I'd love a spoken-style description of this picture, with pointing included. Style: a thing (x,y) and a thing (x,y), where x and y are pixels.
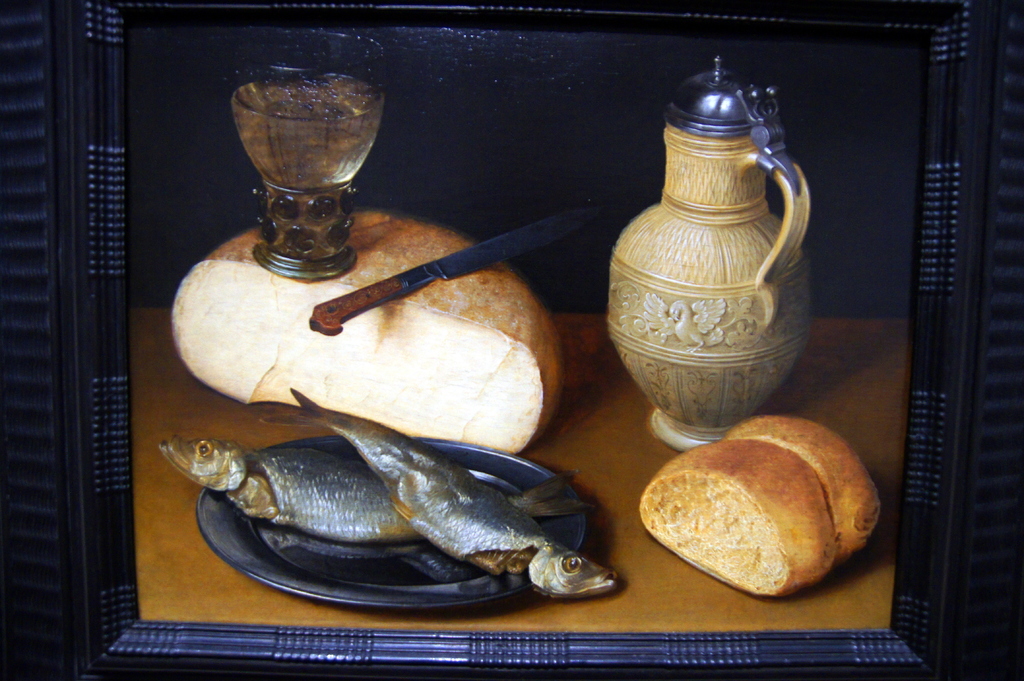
In this image, we can see there is a painting (854,593). In this painting (458,451), we can see there are two fishes (499,556) on a plate (511,588), there is a knife (549,229) and a glass (332,136) on an object (331,288), there is a jug (680,348) and an object (743,583). And the background (490,145) is dark in color.
